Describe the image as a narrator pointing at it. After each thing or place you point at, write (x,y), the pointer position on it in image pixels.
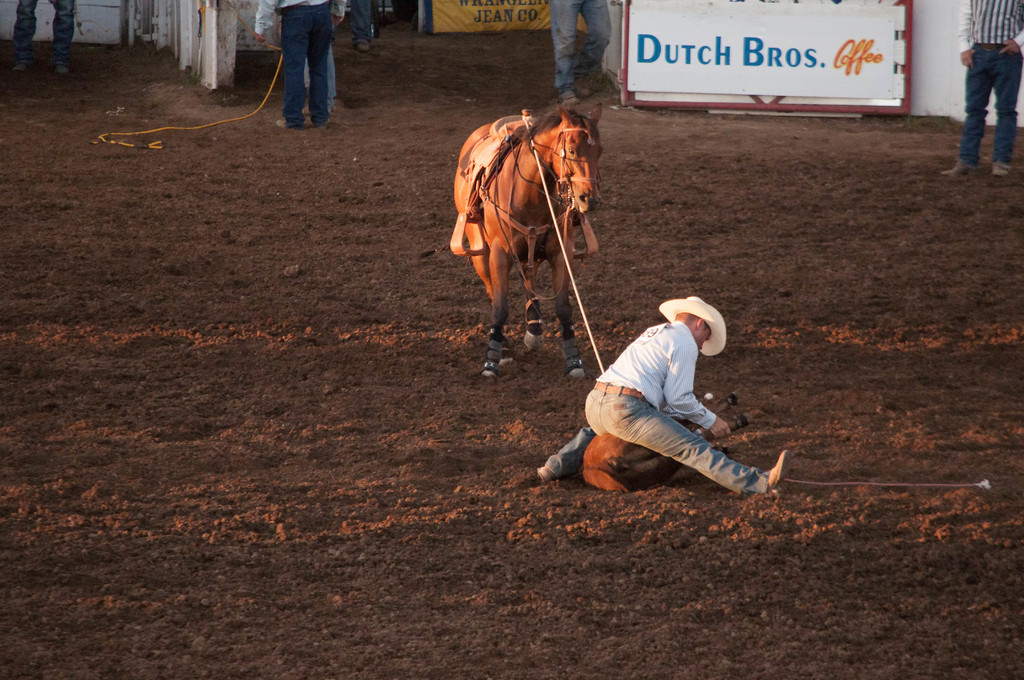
In this image we can see a person (699,410) sitting on the ground (523,435) and holding a rope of the animal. We can also see some other persons (1012,49) standing and we can also see a board (821,5) with some text (864,41).
